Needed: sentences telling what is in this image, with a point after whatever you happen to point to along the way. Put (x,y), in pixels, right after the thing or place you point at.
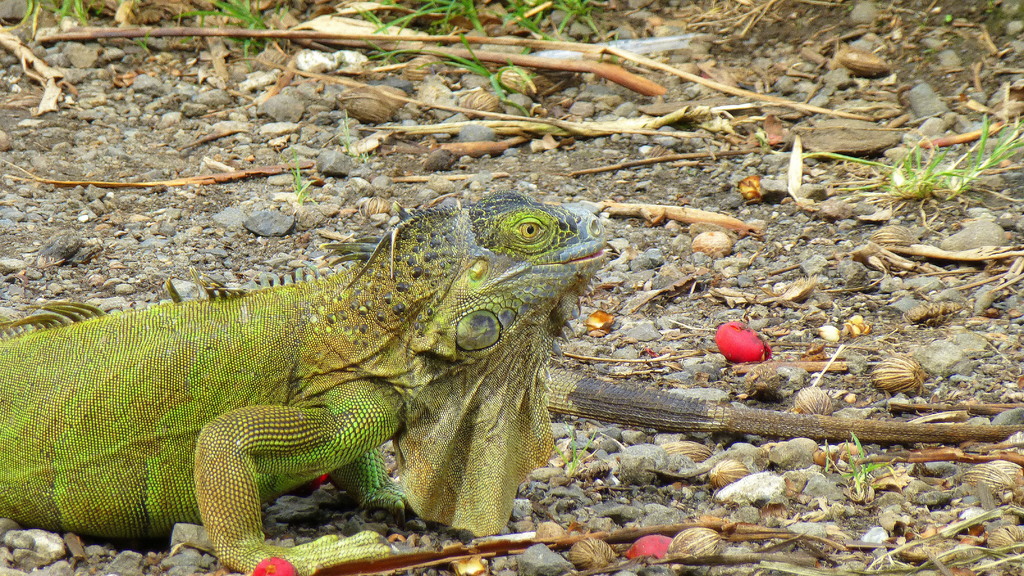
This image is taken outdoors. At the bottom of the image (726,515) there is a ground (793,487) with stones (86,144) and dry leaves (347,23). On the left side of the image (49,478) there is an iguana (519,281) on the ground (490,70).
